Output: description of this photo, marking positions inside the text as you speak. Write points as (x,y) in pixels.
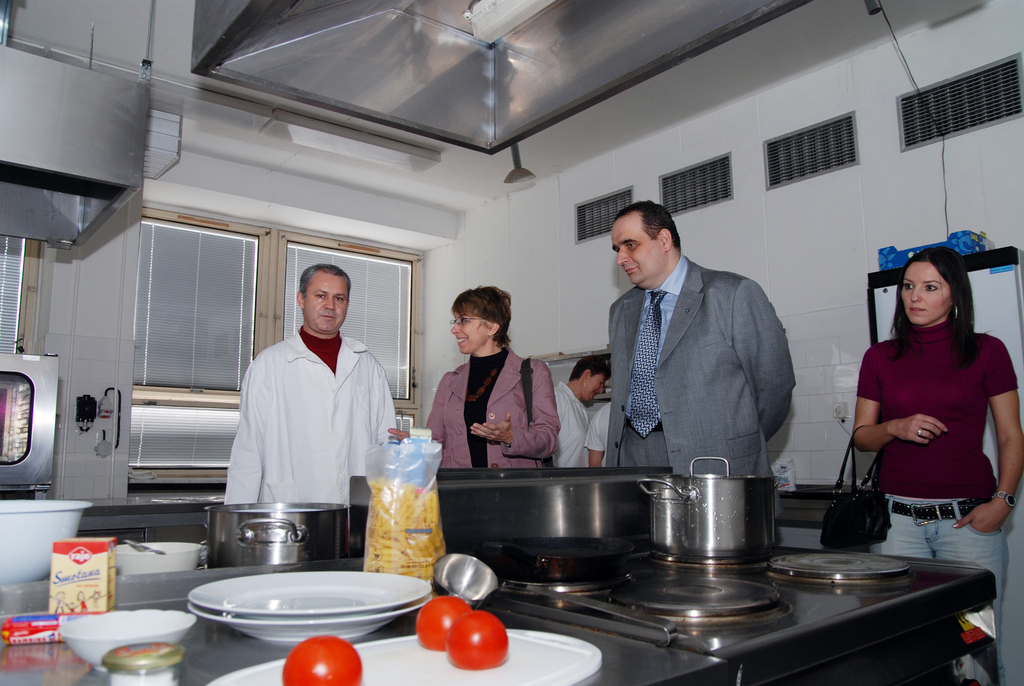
In this image, we can see few people (535,421) are standing. At the bottom (824,618), we can see the stove (750,646), table (626,661), chopping (459,676) board with tomatoes (496,646), bowls (171,616), plates (408,600), packets (400,518), containers (134,653), cooking pots (601,559). Background (569,304) there is a wall (578,335), machine (52,464), windows (199,390), window shades (198,339). Top of the image (427,89), we can see silver boxes (468,50).
